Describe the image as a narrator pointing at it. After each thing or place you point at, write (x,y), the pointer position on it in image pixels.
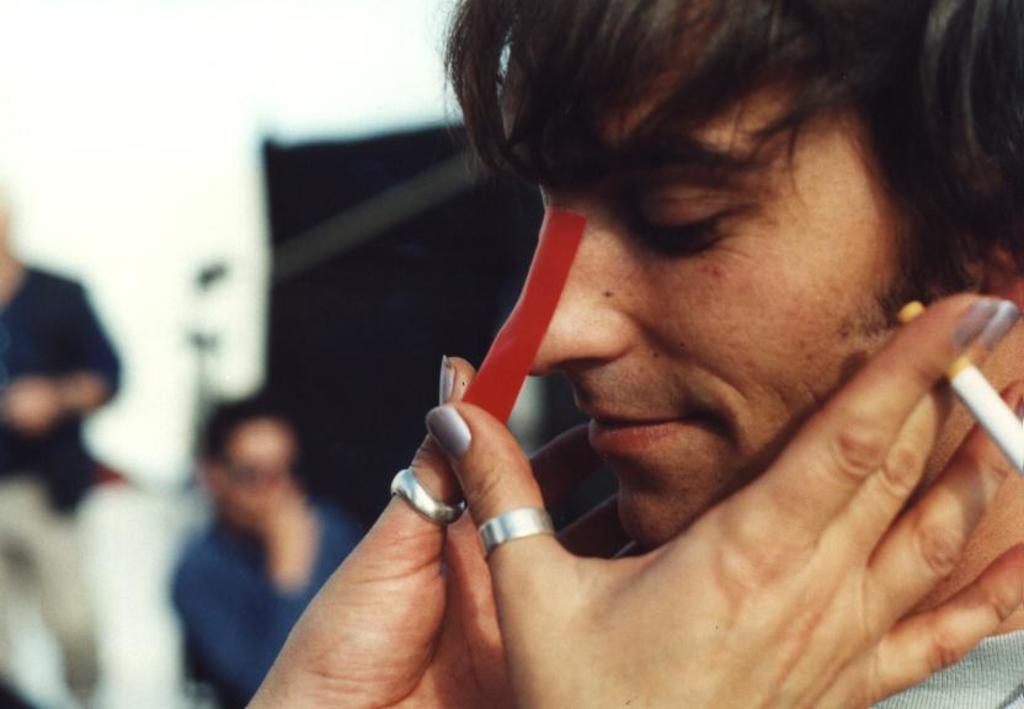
On the right side of the image (833,311) we can see one person (778,435) is smiling. And we can see two human hands (877,613) holding some objects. In the background (306,475), we can see two persons (247,566) and a few other objects (127,521).
